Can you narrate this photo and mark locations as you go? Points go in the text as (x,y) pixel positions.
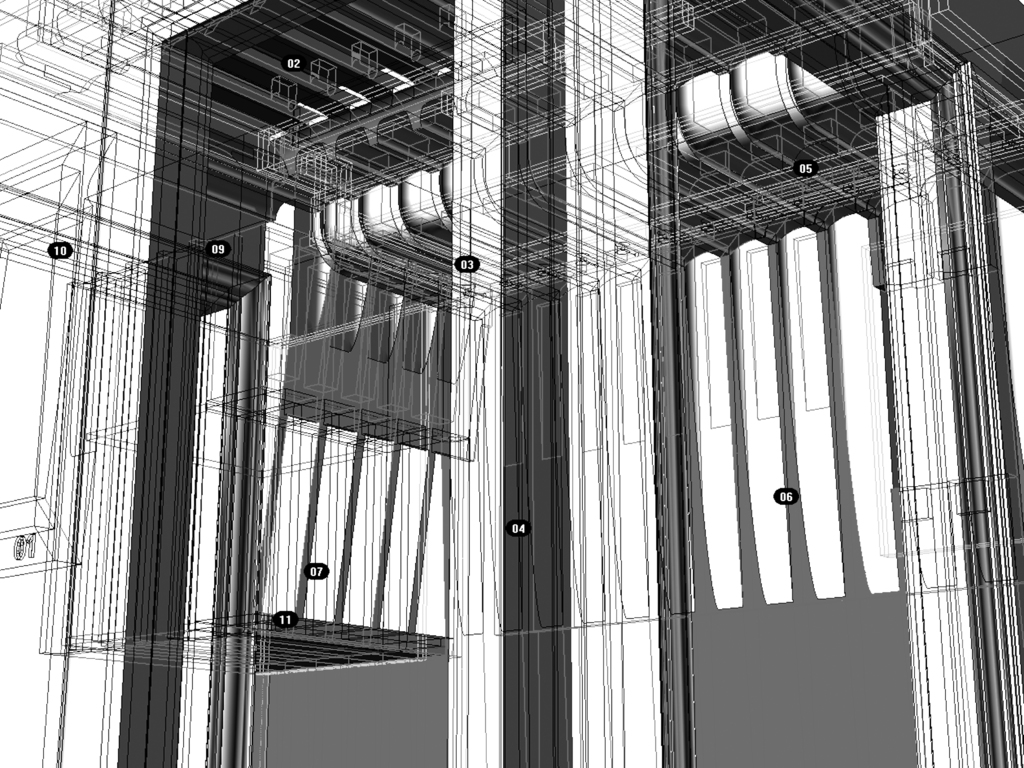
This is the black and white image and we can see the architectural design (171,515) of a building (552,700) which looks like a digital art.
